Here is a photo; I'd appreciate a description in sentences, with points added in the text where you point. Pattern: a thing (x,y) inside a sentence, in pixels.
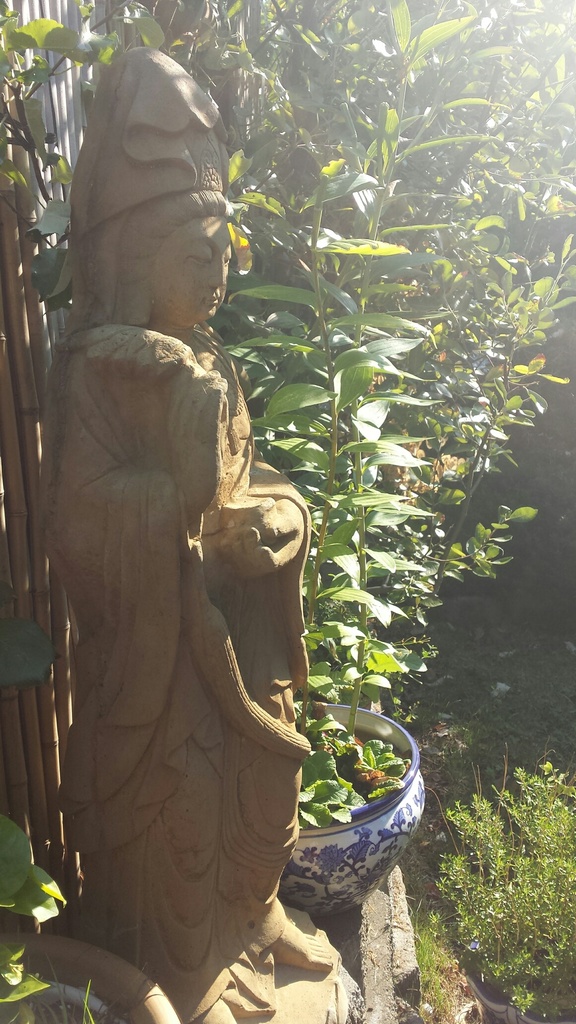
On the left side (76,279) there is a statue (177,606), in the middle (383,414) there are plants (373,495) and trees (300,156).
